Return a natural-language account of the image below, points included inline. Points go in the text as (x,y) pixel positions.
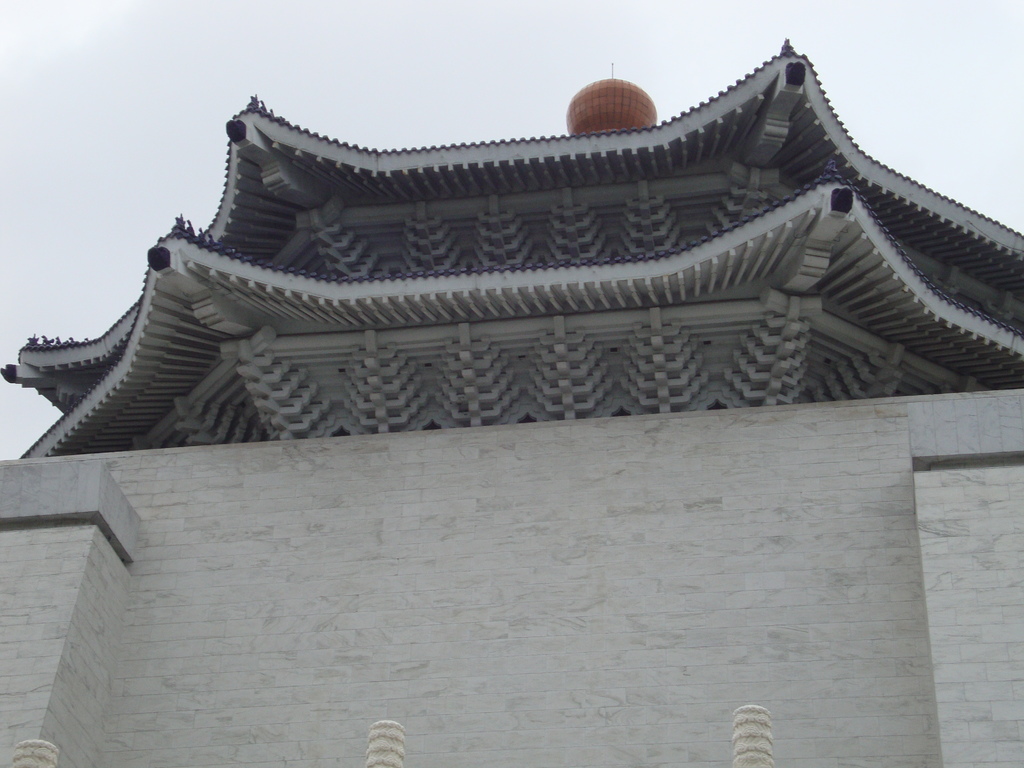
There is a building (523,448) with brick wall (413,488). On the top (582,112) there is a round shaped thing (618,107). In the back (214,124) there is sky (84,118).
